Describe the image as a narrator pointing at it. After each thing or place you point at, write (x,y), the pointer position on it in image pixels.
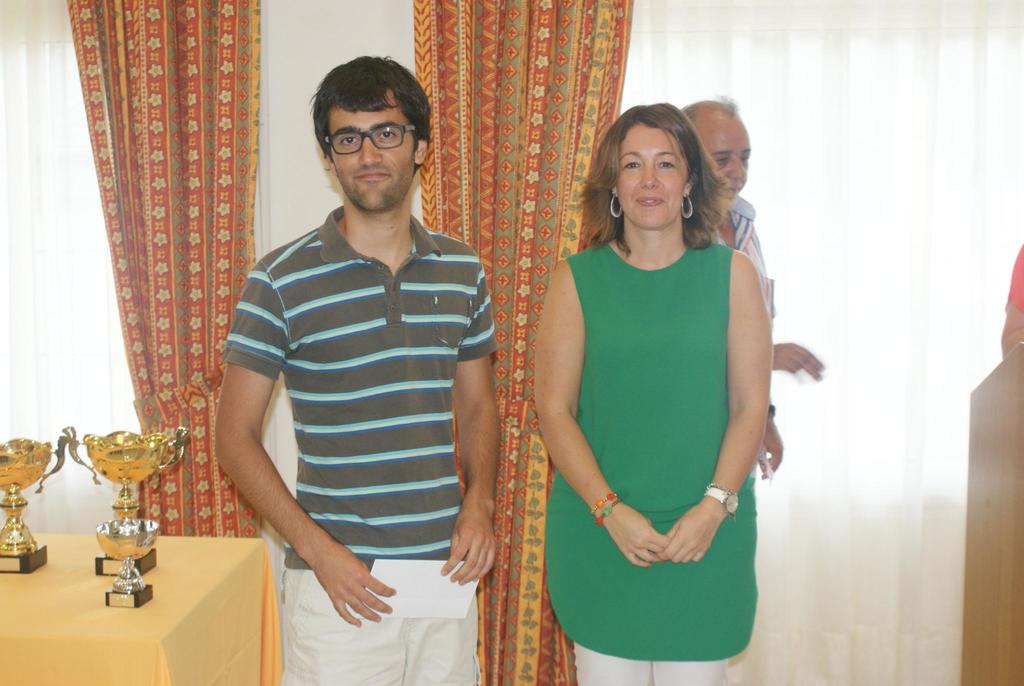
In the image there are two people (391,374) standing and posing for the photo, on the left side (126,472) there are some objects (42,462) and in the background (727,183) there is another person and behind the person (738,176) there are two curtains (563,84).
